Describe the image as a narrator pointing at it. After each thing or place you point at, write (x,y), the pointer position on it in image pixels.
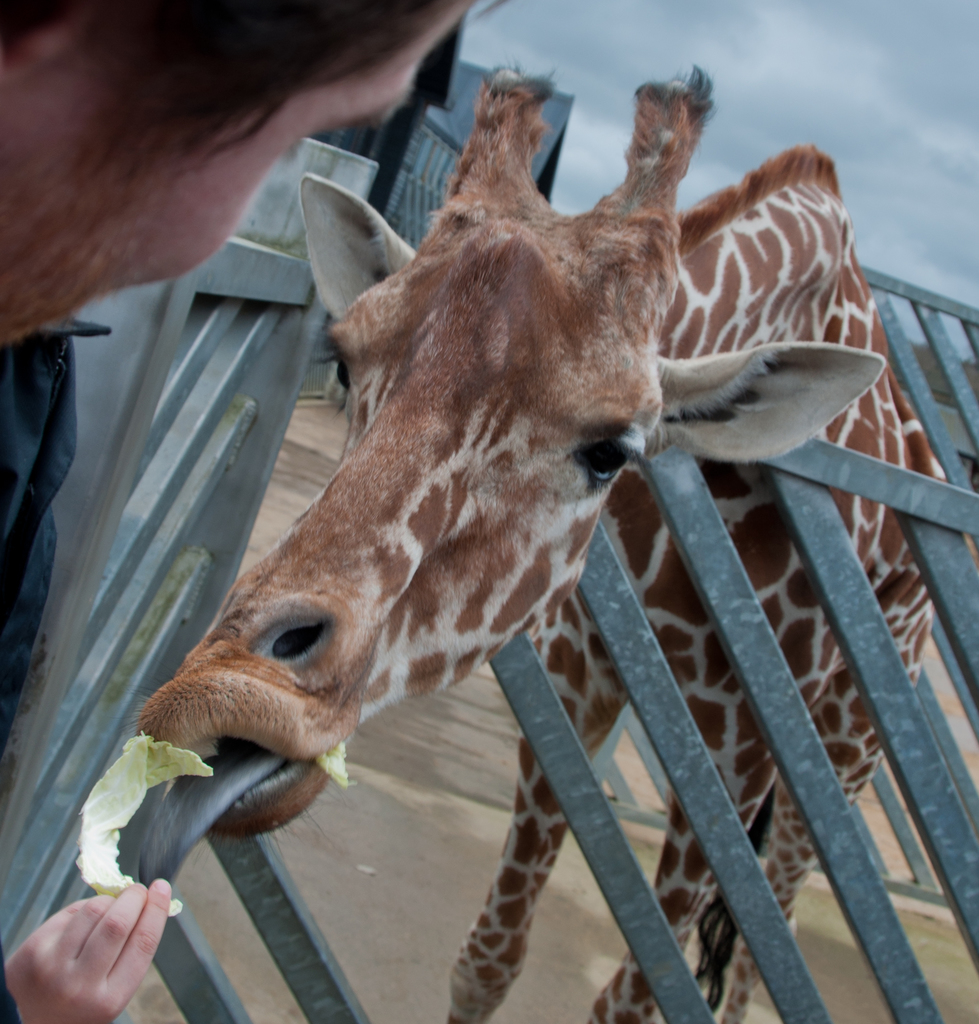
In this picture there is a giraffe (678,417) standing behind the railing (802,1000) and eating. There is a person (115,968) holding the food (119,821). At the top (798,118) there are clouds (798,118). At the back (416,153) there is a building (385,179).
